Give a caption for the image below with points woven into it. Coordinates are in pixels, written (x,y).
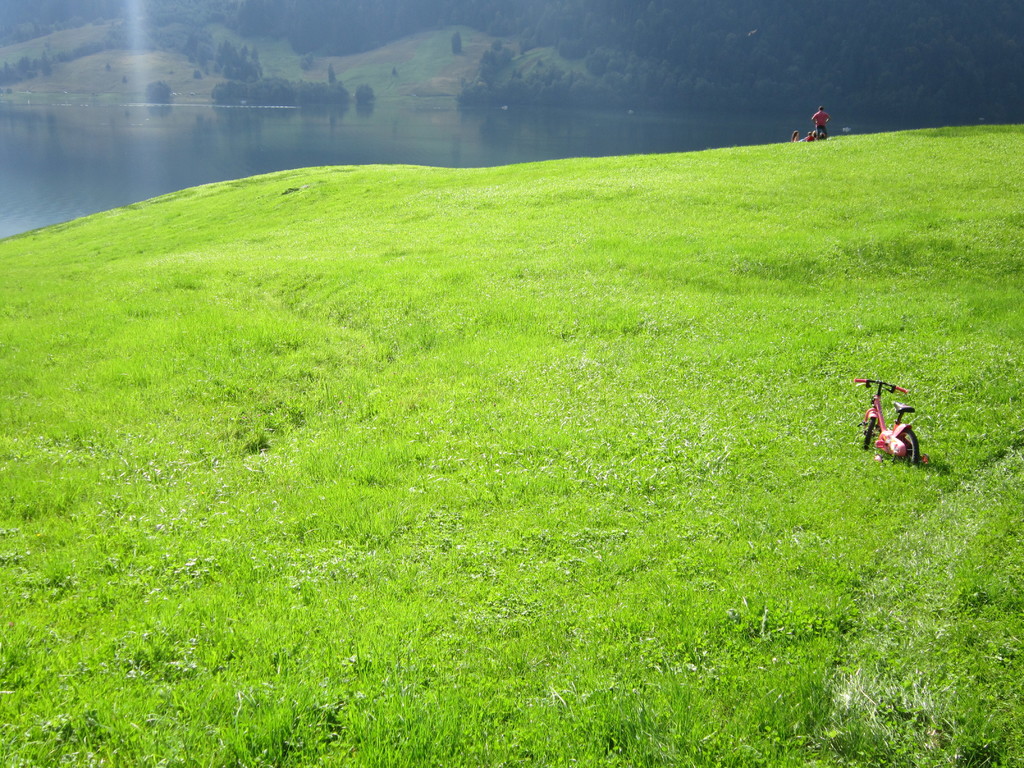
In this image there is a vehicle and a person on the grass (497,349), there are few trees (260,68) and water (72,173).
